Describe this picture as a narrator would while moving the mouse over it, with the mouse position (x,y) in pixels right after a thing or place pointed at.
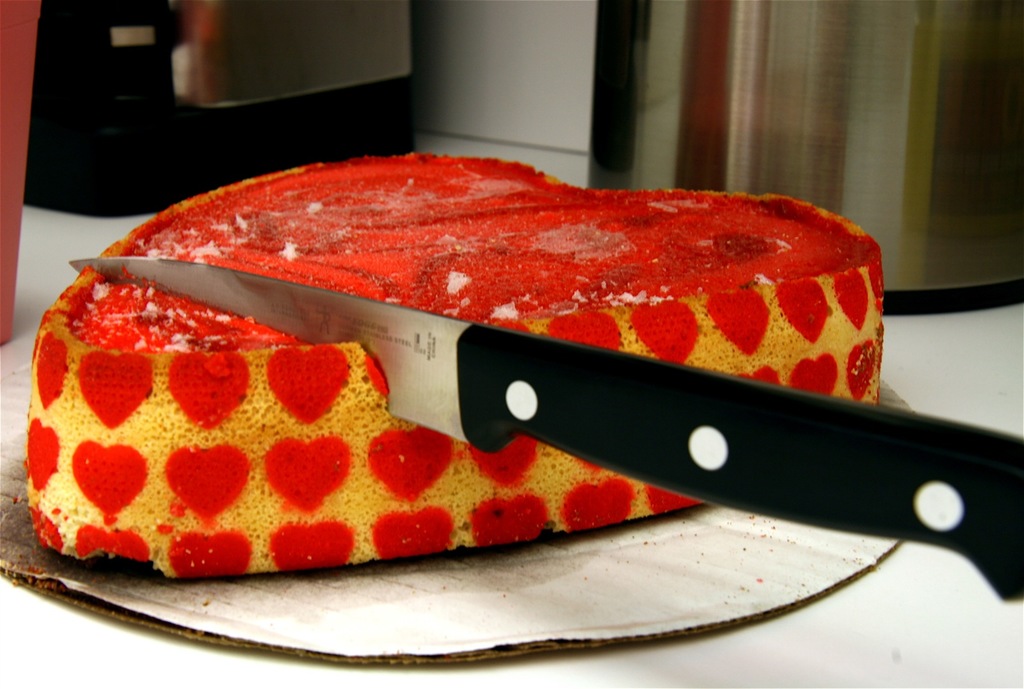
In the picture I can see a piece of cake (502,504) and I can see the knife (545,363).
